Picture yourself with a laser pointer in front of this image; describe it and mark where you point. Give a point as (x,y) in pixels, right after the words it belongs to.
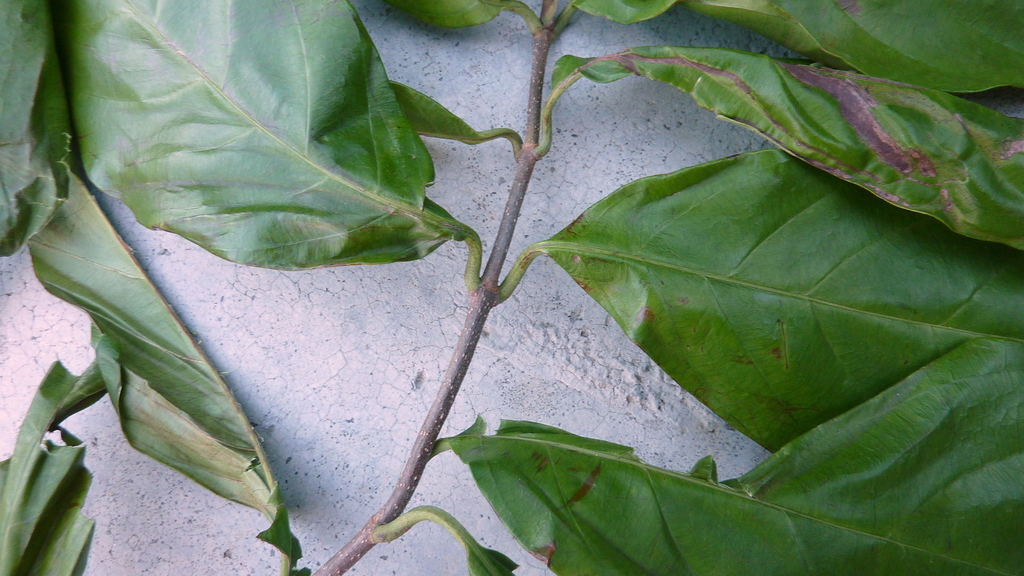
In this image I can see a plant (343,208) on a white color surface (360,310).
